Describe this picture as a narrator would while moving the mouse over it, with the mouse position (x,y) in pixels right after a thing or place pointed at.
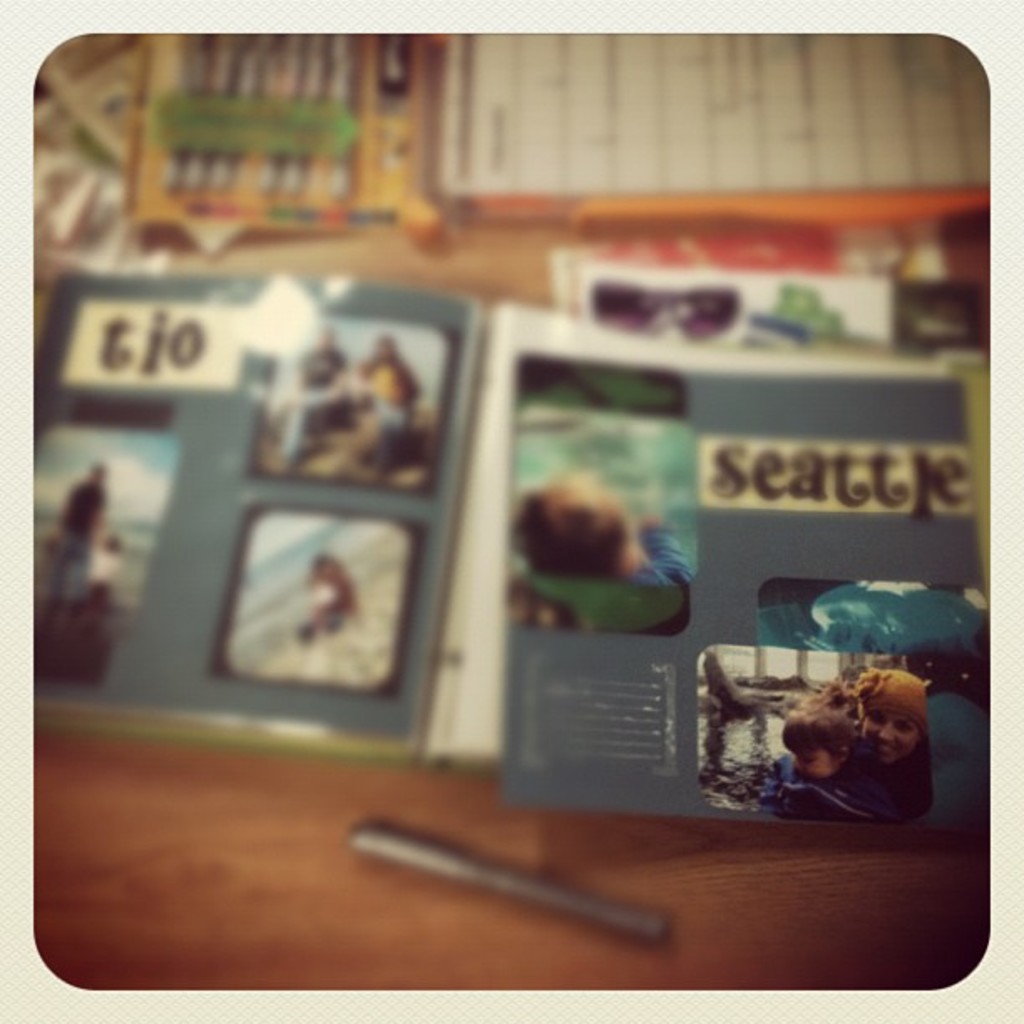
There are books (775,537) and papers (728,528). On that there are images (350,472). On the right side (818,726) there is an image (897,744) with a person (898,728) and a baby (820,788). Also there is water (727,729). And there is a pen (536,895) on the surface (464,900). And the image is blurred.
